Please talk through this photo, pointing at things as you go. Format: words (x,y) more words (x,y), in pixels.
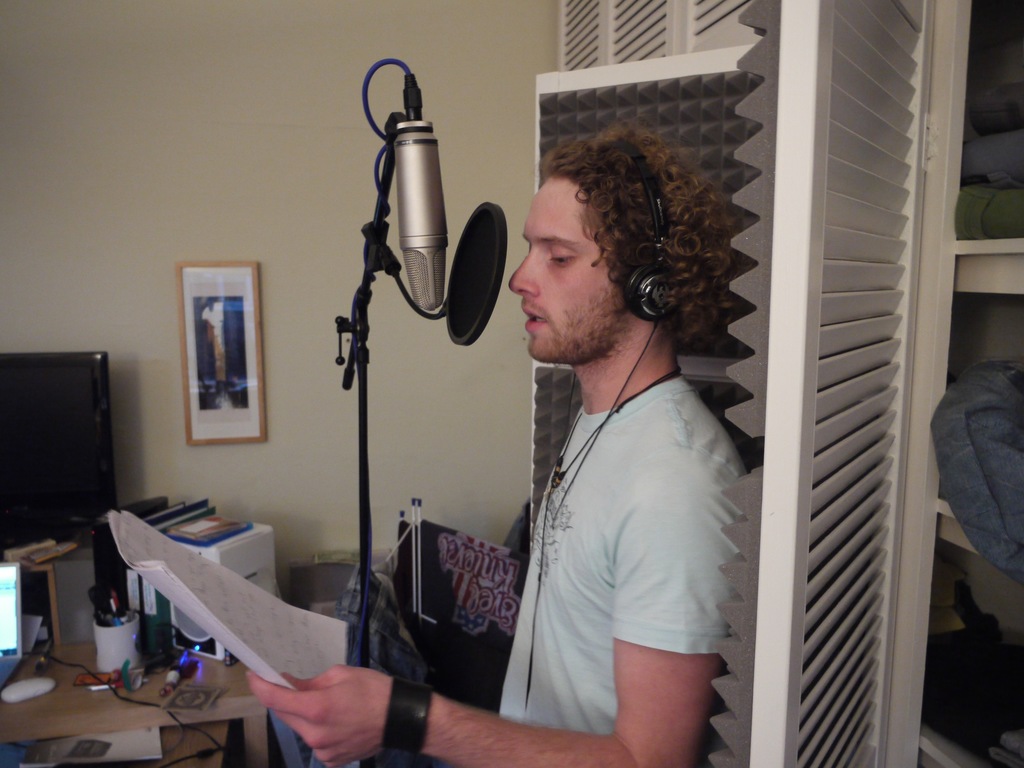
There is a man (569,360) standing and holding papers (182,554) and wired headset (647,289), in front of him we can see microphone (435,258) with stand (386,253) and cable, behind him we can see door (826,443) and cup boards (810,437). We can see bag (944,417) and objects (965,593) in a cupboard (1011,275). In the background (188,684) we can see monitor (112,458), books (177,538), laptop (10,572) and objects (195,651) on the table (128,704) and frame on a wall (180,68).
